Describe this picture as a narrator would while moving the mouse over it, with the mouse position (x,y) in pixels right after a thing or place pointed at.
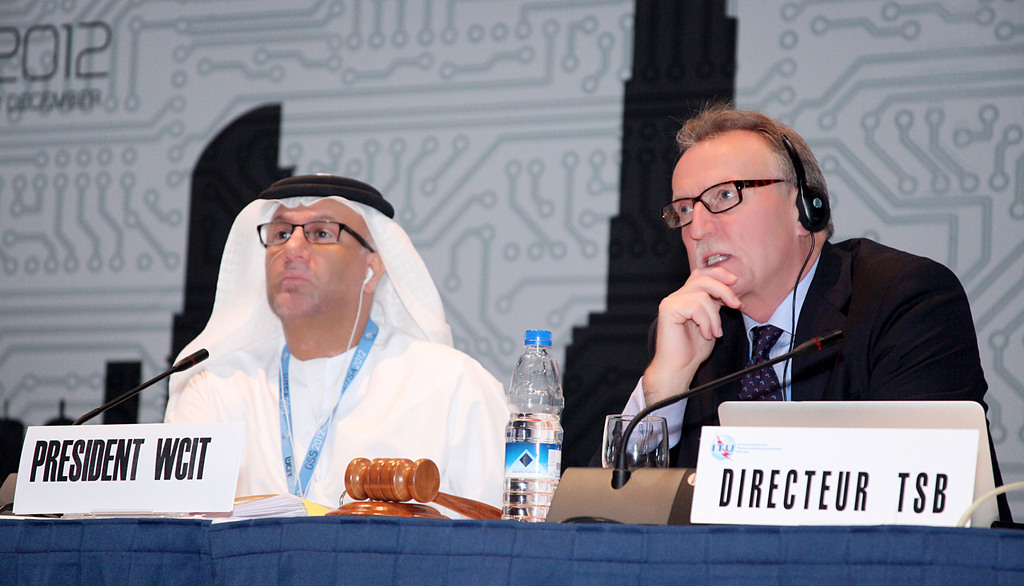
In this image I can see two people (291,456) are sitting. In-front of them there is a table (402,548), on the table (243,548) there are mics (834,331), glass (652,439), water bottle (524,447), name boards (21,466) and objects (437,485). We can also see earphone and headset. In the background of the image (507,53) there is a banner (595,43).
